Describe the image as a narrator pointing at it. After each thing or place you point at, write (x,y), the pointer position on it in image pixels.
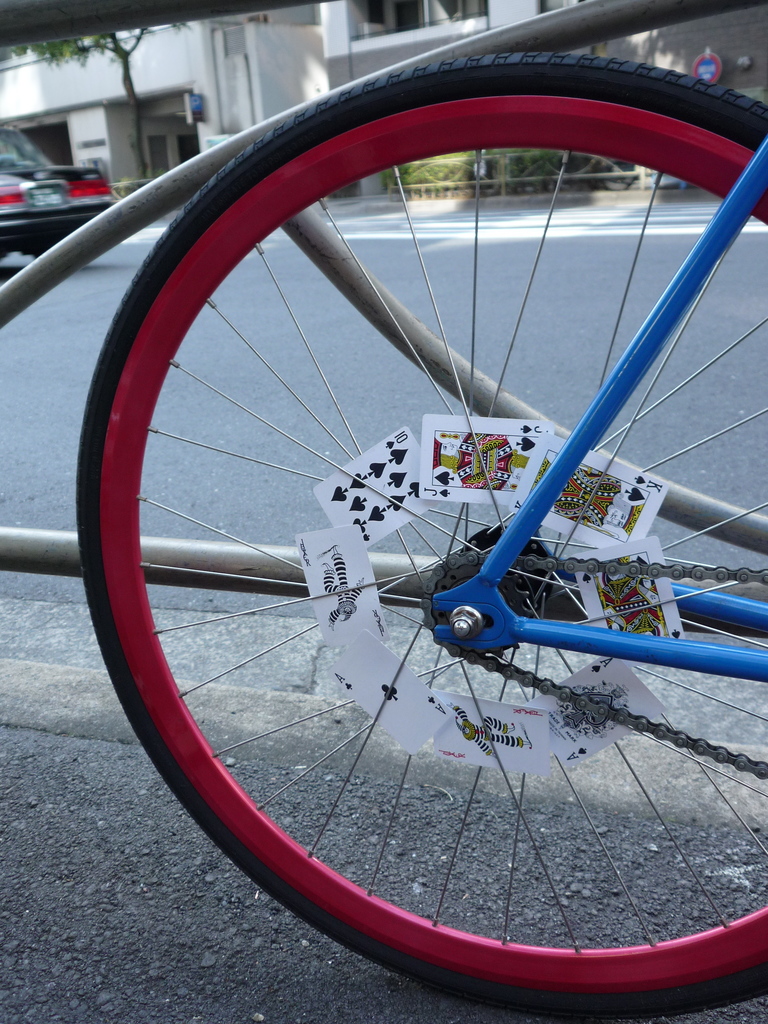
It is a cycle wheel (733,107) with the spokes (398,672), there are playing cards (636,517) in it. In the middle (455,545) there is the road (309,392), on the left side (83,174) a vehicle (83,174) is moving, there are buildings (160,83) at the top of an image (164,107).
